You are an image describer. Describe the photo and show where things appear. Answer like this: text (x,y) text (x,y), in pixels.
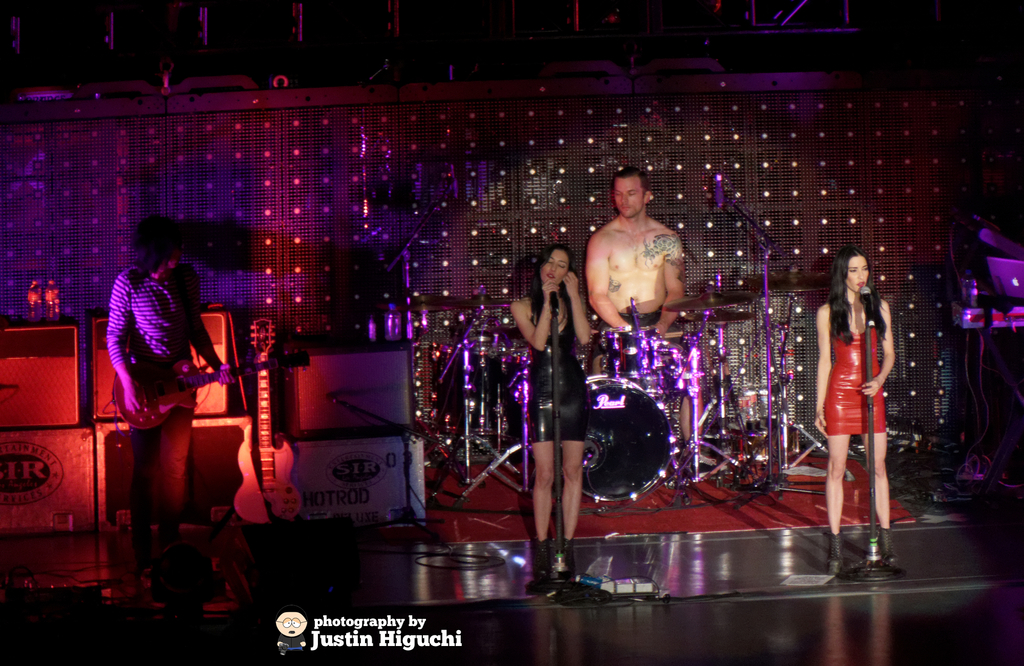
In this picture we can see people (543,542) on the stage (366,540), where we can see mics (406,510), guitars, musical instruments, wall (383,230), lights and some objects (393,488), at the bottom (376,627) we can see a logo (382,645) and some text (416,639) on it.
